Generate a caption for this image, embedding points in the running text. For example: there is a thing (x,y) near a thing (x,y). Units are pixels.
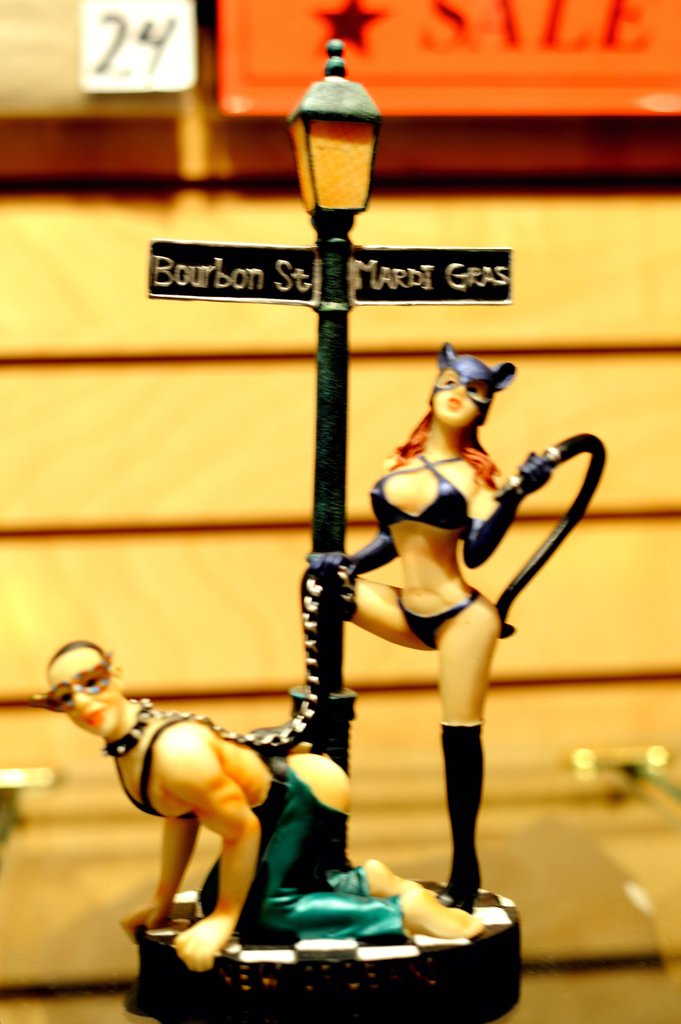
In the middle of the image (437,618) there is a toy (269,949) with two human statues (468,867) on it. And there is a lady (448,501) standing and holding a whip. And also there is a pole (323,269) with lamp (327,88). In the background (286,137) there is a yellow background (382,364) and to the top of the image (239,12) to the right side (625,99) there is an orange and red board (232,66).
